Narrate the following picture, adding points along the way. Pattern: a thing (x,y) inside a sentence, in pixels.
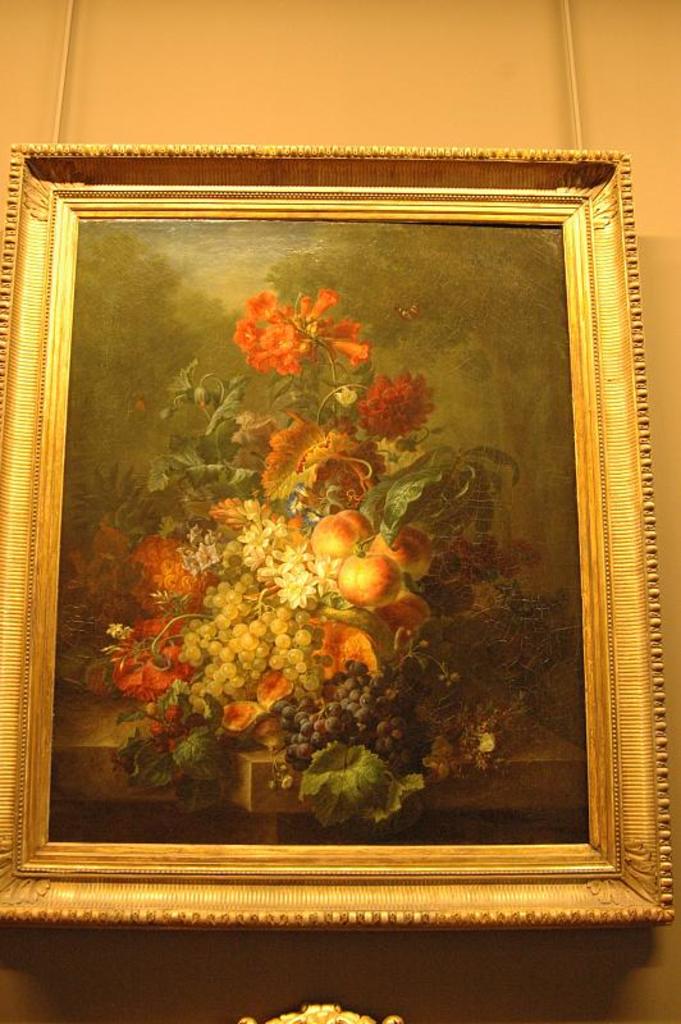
In this image, we can see a photo frame (518,278) on the wall (518,57).
